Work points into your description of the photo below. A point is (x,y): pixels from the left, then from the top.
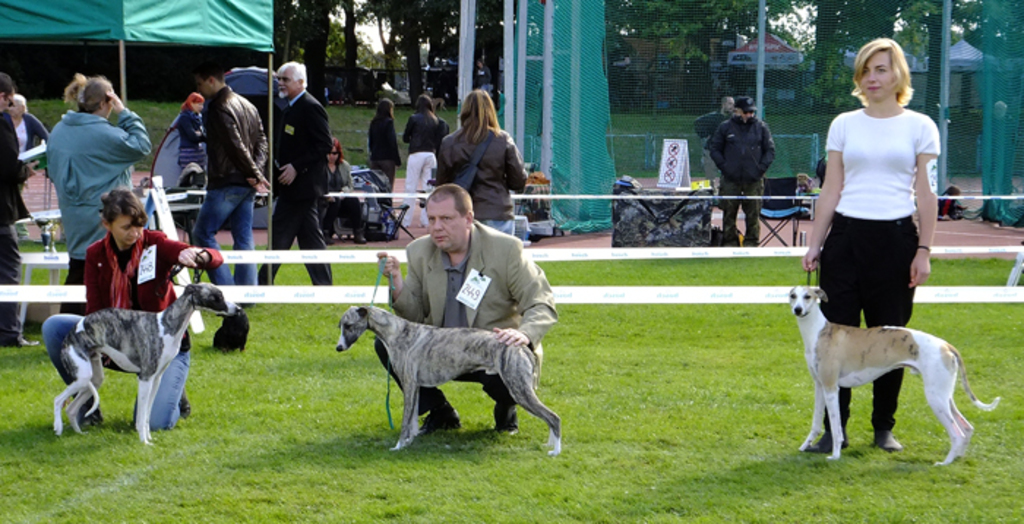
In this image we can see three people (491,325) on the grass (280,359) holding the dogs (465,343) with the belt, there we can see white color ropes (702,297), few people (505,178), poles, tents (174,154), banners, fence (698,159), net (624,87), a sign board (687,165) and few trees (419,73) behind them.
